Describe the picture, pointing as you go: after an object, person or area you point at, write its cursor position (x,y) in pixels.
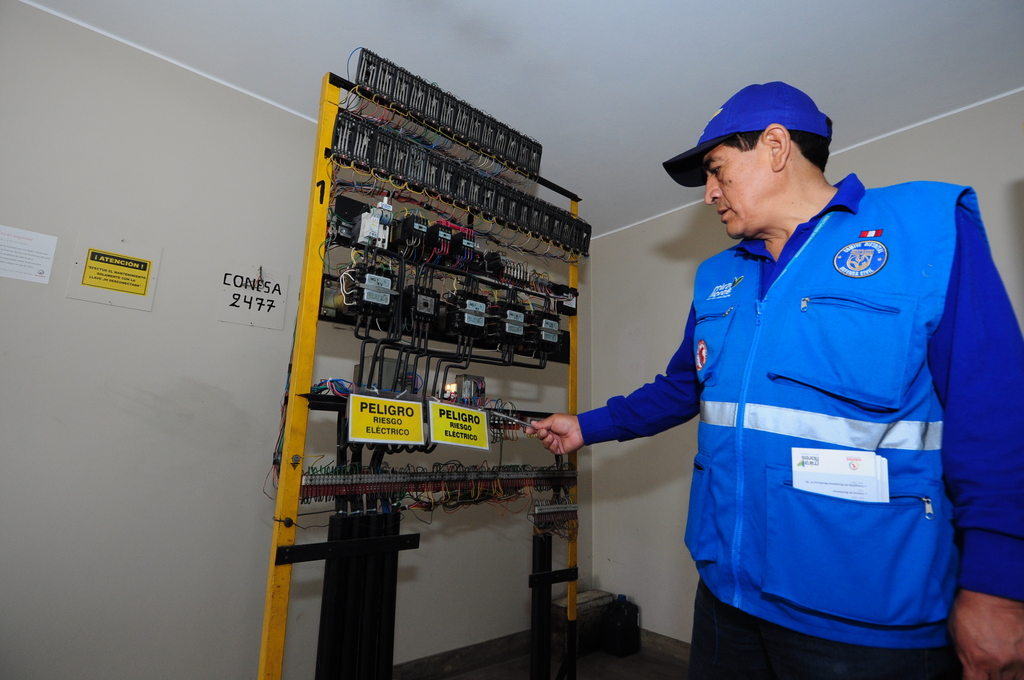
In this picture there is a man (986,637) who is standing on the right side of the image (1006,307) and there is an electric stand (473,167) in the center of the image (437,376).
